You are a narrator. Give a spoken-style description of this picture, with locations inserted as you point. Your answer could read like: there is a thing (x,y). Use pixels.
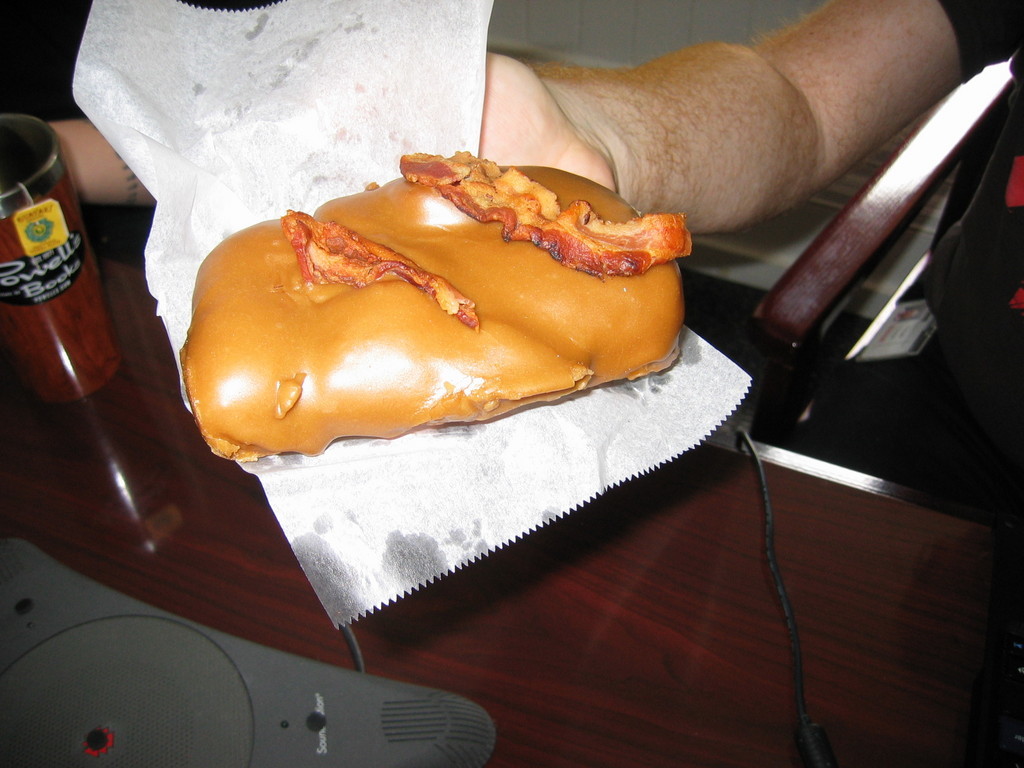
In this image a person (946,284) is sitting on the chair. He is holding a bread (420,365) in his hand (523,149). Bread (418,352) is kept on a tissue paper (340,173). Left side (27,344) there is a glass (86,345) on the table (226,554) having an object (270,691) on it.
